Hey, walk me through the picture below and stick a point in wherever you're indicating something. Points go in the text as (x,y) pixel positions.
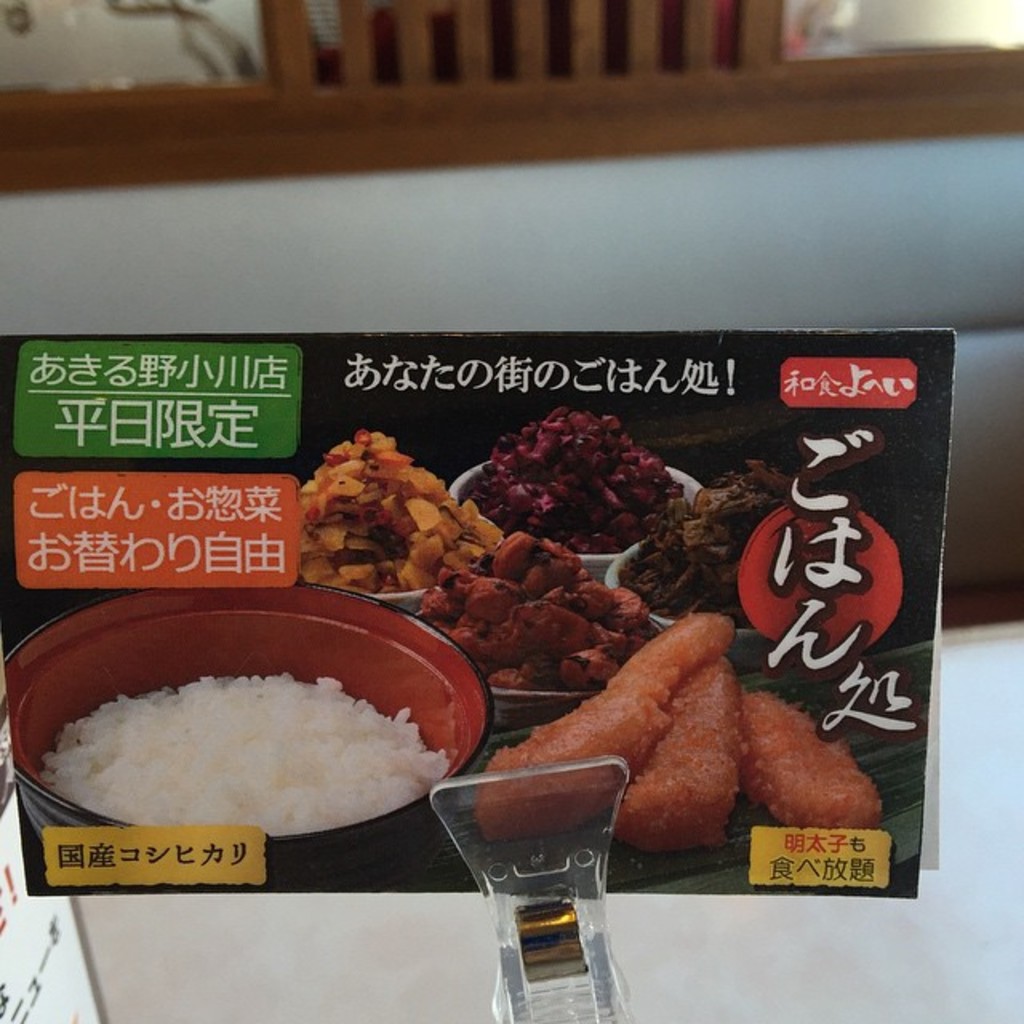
In this image I can see a paper (586,534) which is black in color and on it I can see few food items (634,575) and a red colored bowl (365,850) with rice (335,742) in it. I can see it is held by a clear object (541,841). In the background (721,258) I can see a couch (645,237) which is white and brown in color and a wooden frame (492,41) which is brown in color.
